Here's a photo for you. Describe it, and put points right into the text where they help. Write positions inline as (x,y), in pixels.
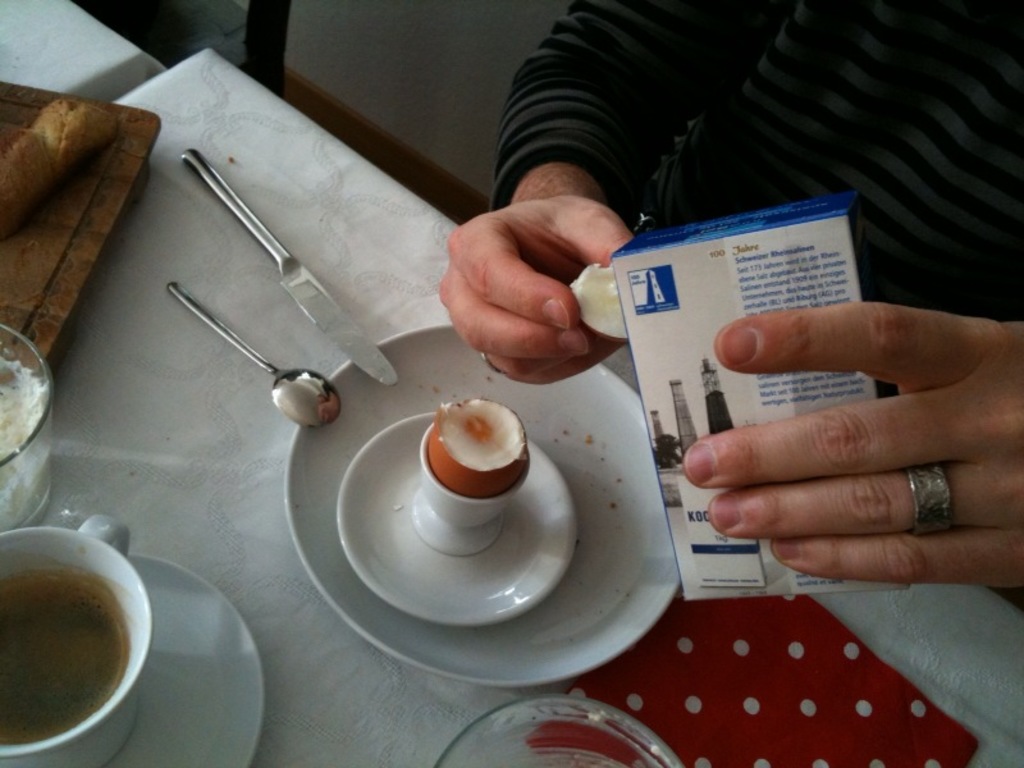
In this image I can see a person (879,173) to the top right of the image (861,157) who is wearing black color dress (918,120) is holding a box (742,317) and a white colored object (611,310) in his hand (736,339). I can see a table (249,316) in front of him and on the table (152,479) I can see few plates (209,699), few glasses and few other objects (362,345).
